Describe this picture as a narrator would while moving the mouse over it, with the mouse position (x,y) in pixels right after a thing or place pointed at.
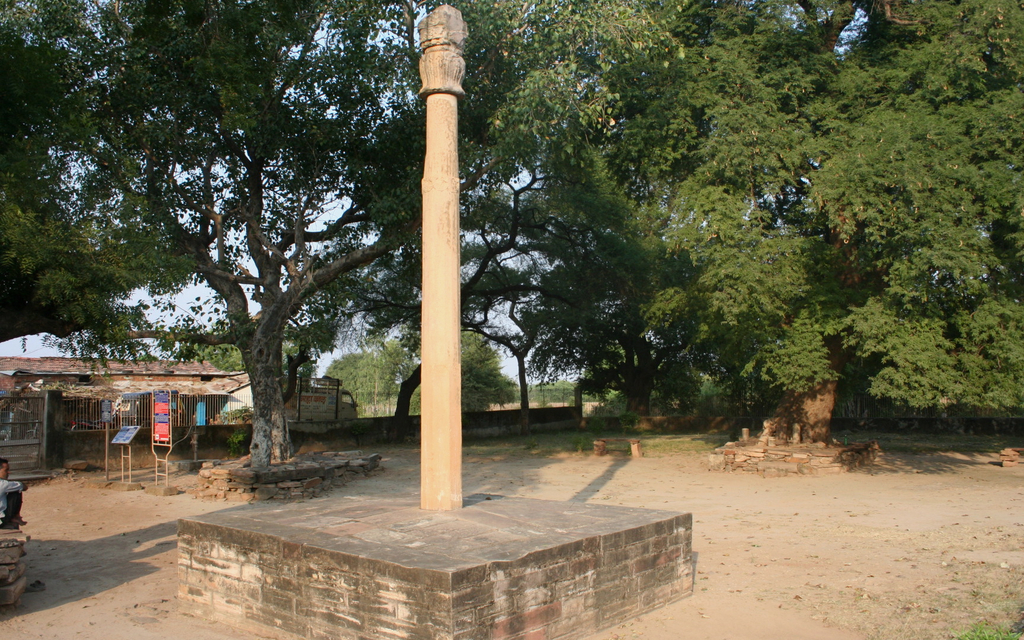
There is a pillar (428,179) on a slab (578,584) made of stones (493,592). In the back (615,181) there are trees (657,124). On the left side (19,501) there is a person (22,486) sitting. Also there is a building (157,372), vehicle (305,388) and a wall (365,424) in the background (344,430).
